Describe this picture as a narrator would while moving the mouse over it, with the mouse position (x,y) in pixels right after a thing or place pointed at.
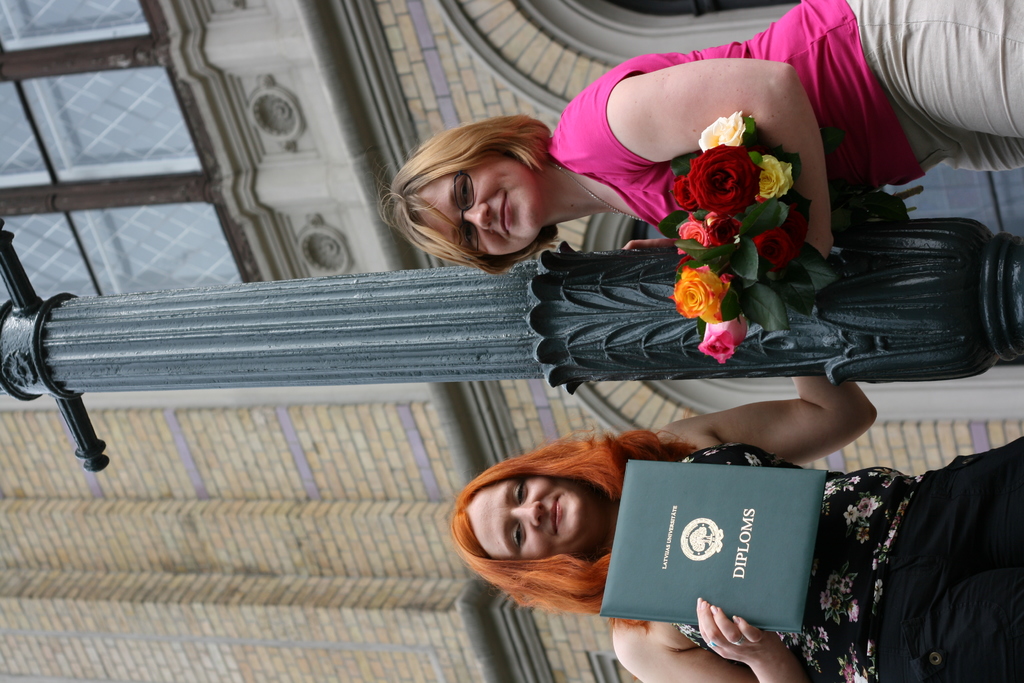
In this picture we can see two women (607,451), they are standing beside the pole (644,351) and they both are smiling, the left side woman (548,481) is holding a book (718,565) and the right side woman (525,182) is holding flowers (681,198), in the background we can see a building (255,278).
